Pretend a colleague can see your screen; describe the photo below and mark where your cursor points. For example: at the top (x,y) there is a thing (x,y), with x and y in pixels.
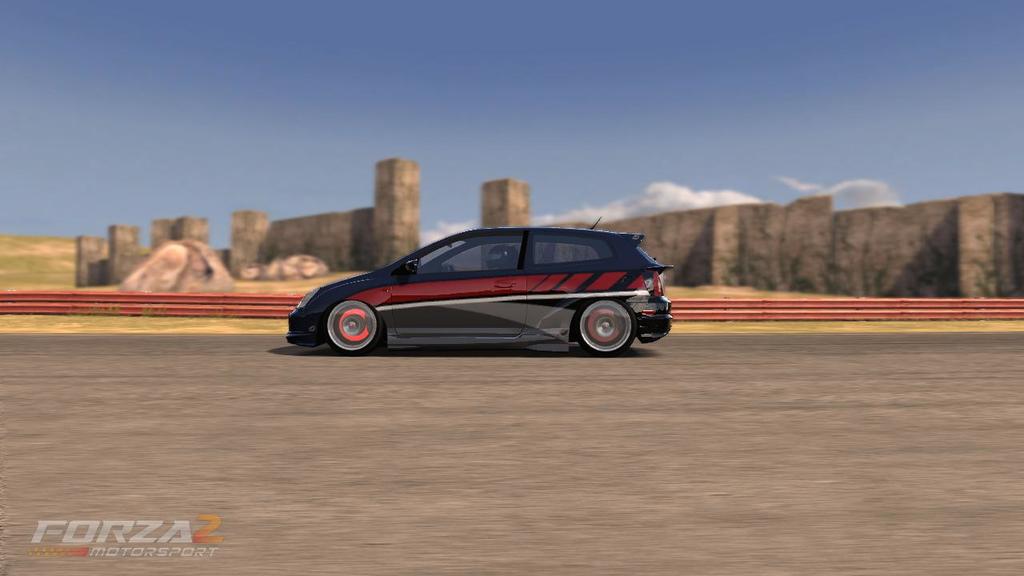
In this picture we can see a car (392,347) on the road (578,418), in the background (691,278) we can find a wall (715,251) and clouds (688,194).
